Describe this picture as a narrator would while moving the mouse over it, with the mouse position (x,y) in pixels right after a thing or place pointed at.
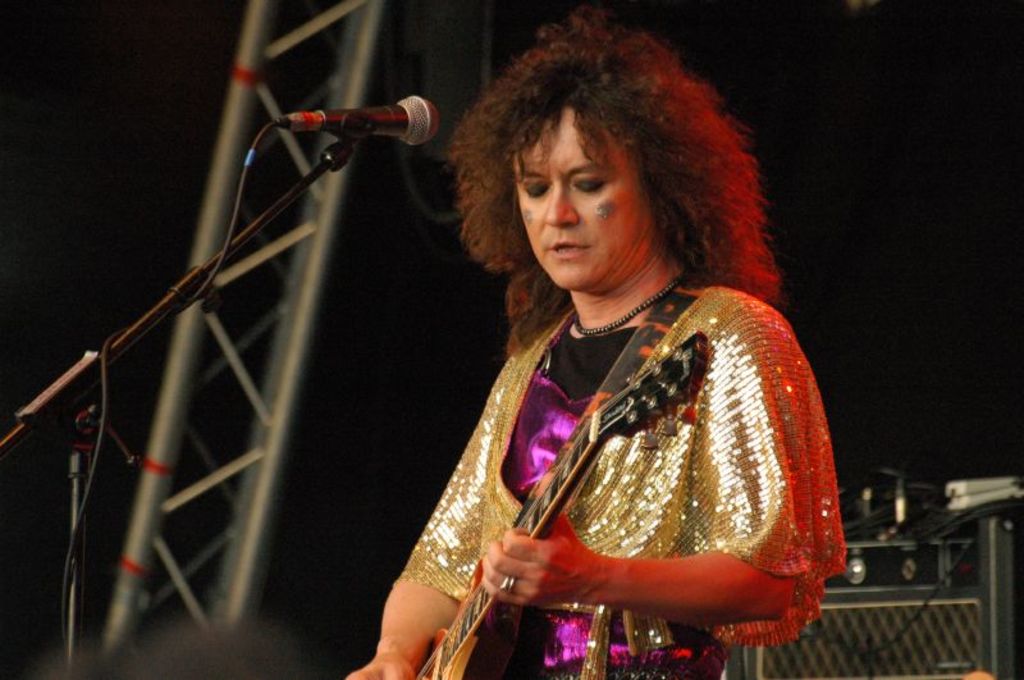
in this image there is one person (658,462) standing and holding a guitar (460,648). There is Mic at left side of this image (168,290) and there is a ladder (332,19) at left side of this image (317,23) which is in white color and there is an object (925,579) at bottom right corner of this image (906,574).
